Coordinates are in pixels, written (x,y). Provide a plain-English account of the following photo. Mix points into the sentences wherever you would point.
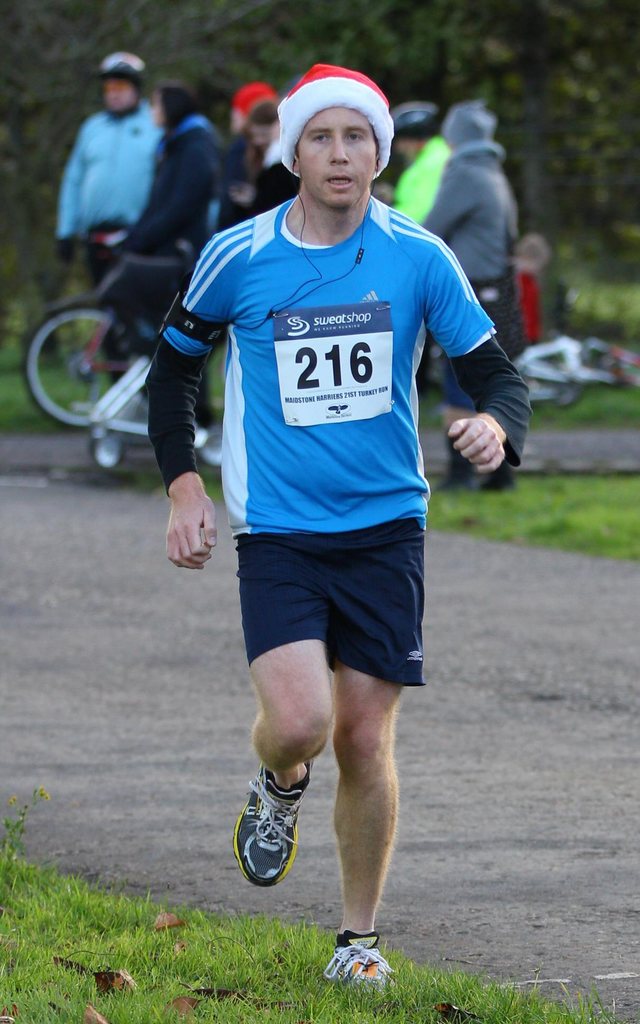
In this picture there is a person (259,577) running, wearing blue color T shirt (304,289) and a cap (329,104) on his head (321,129). He is running on this road (38,592). There is some grass (134,941) in the left side (128,908). In the background (462,206) there are some members (204,162) standing and we can observe trees (202,54) here.
